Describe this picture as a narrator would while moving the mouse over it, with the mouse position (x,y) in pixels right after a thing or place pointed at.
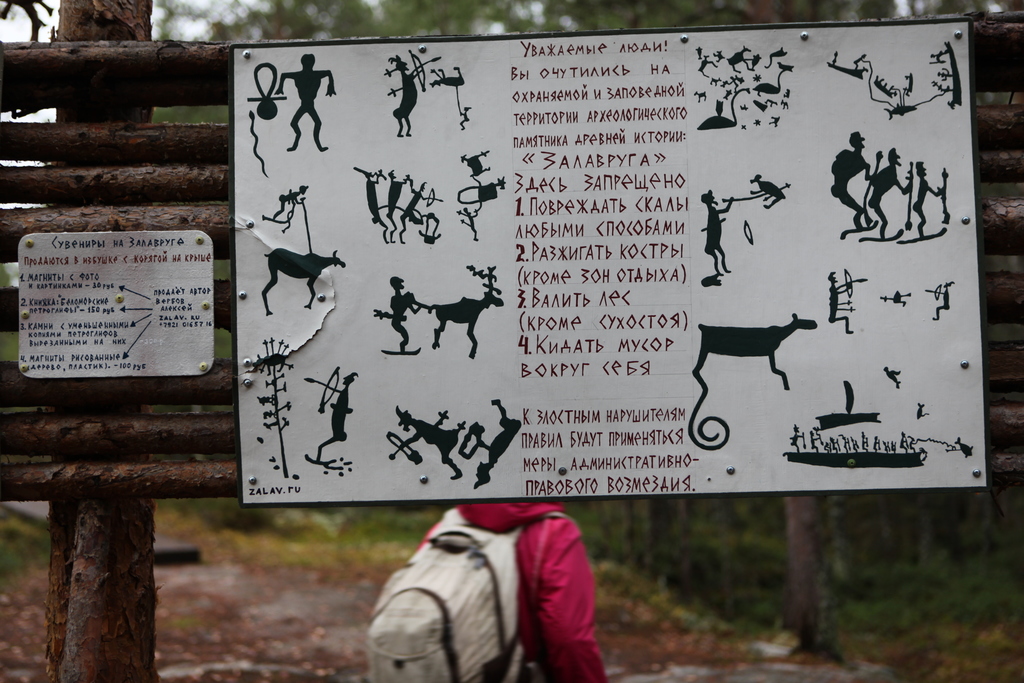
In this image, we can see a white color poster (959,474), there is a person (583,611) standing and carrying a bag (471,566), we can see some green color trees (826,514).
